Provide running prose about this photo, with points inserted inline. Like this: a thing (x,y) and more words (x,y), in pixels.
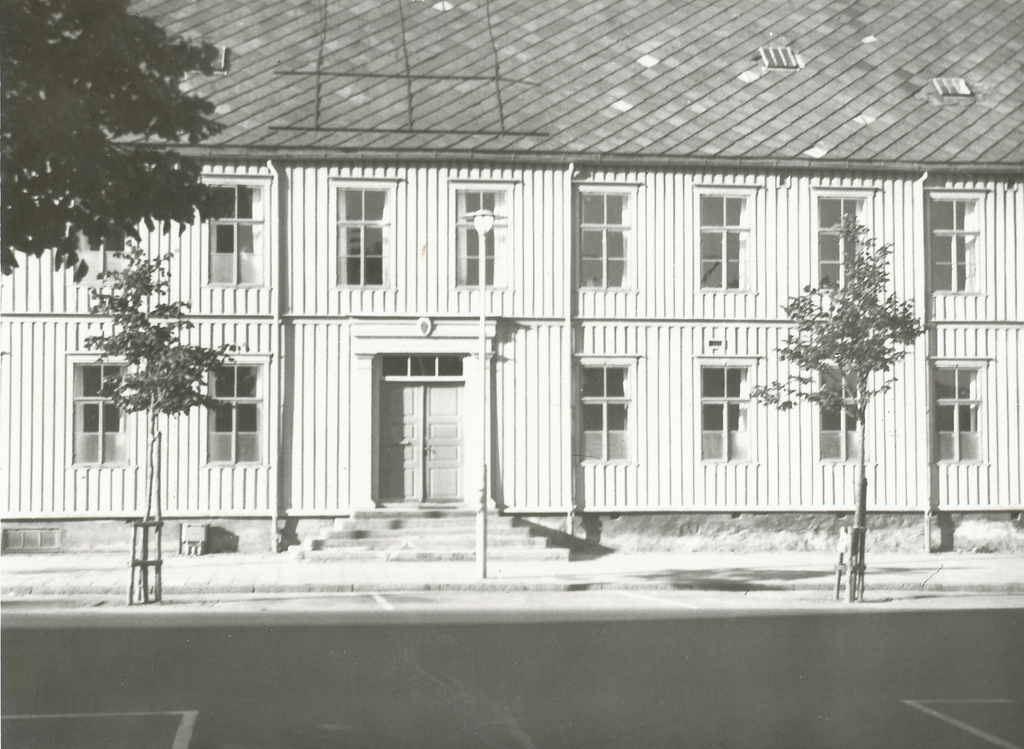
This is a black and white image. In the background of the image (489,423) there is a house (530,266). There are windows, door (447,426). There are trees (101,27). At the bottom of the image (697,655) there is road (423,725).
